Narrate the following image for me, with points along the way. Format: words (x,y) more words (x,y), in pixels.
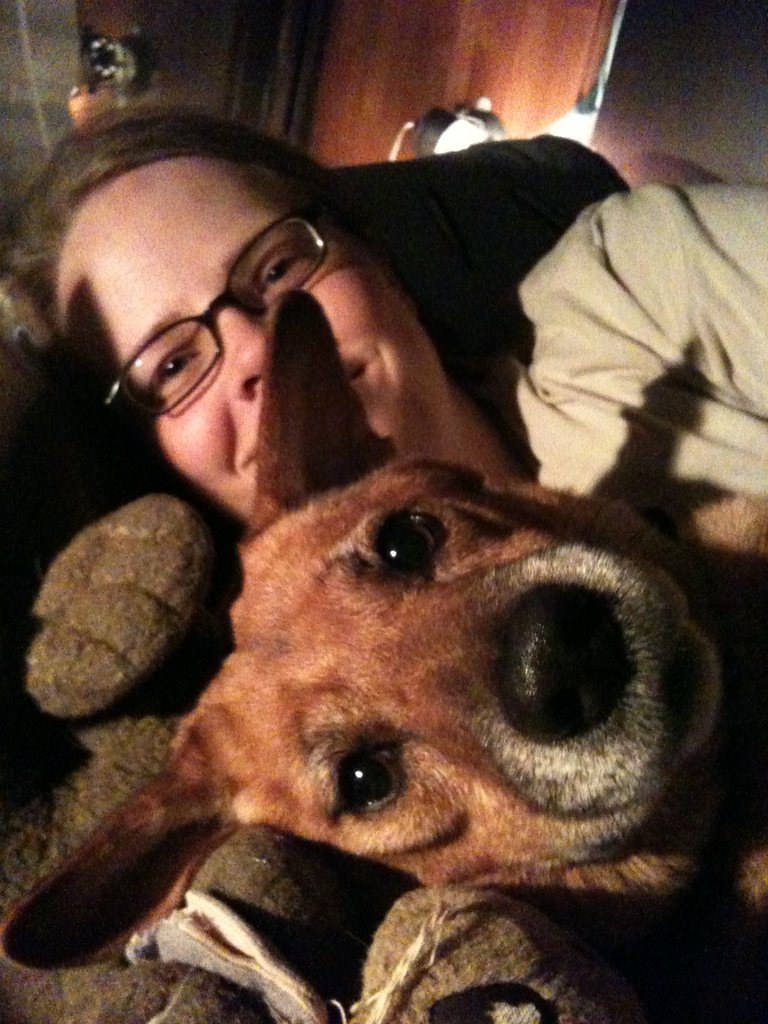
In this picture I can see a woman (230,398) and a dog (474,705) and I can see a woman (717,373) wore spectacles (121,382) and looks like a door (415,72) on the back (413,63).
